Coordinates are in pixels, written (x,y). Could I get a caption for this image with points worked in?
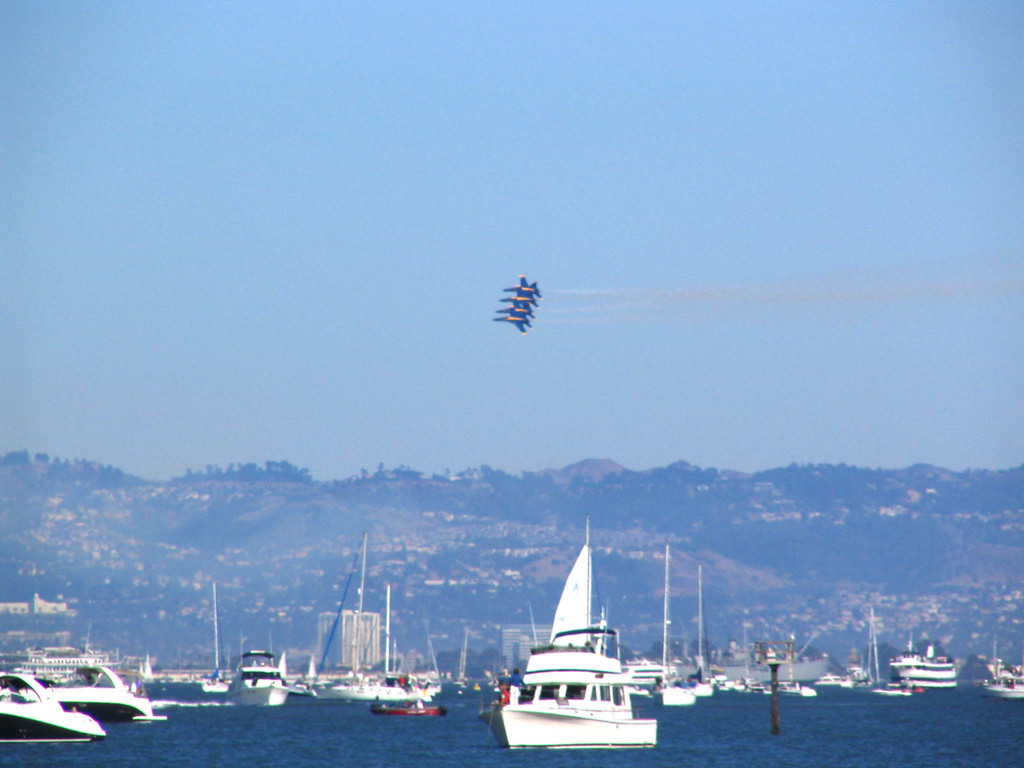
In this image, there are a few ships (735,684) sailing on the water (439,751). We can also see some buildings (523,636), hills (517,625) and airplanes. We can also see the sky (480,295).
